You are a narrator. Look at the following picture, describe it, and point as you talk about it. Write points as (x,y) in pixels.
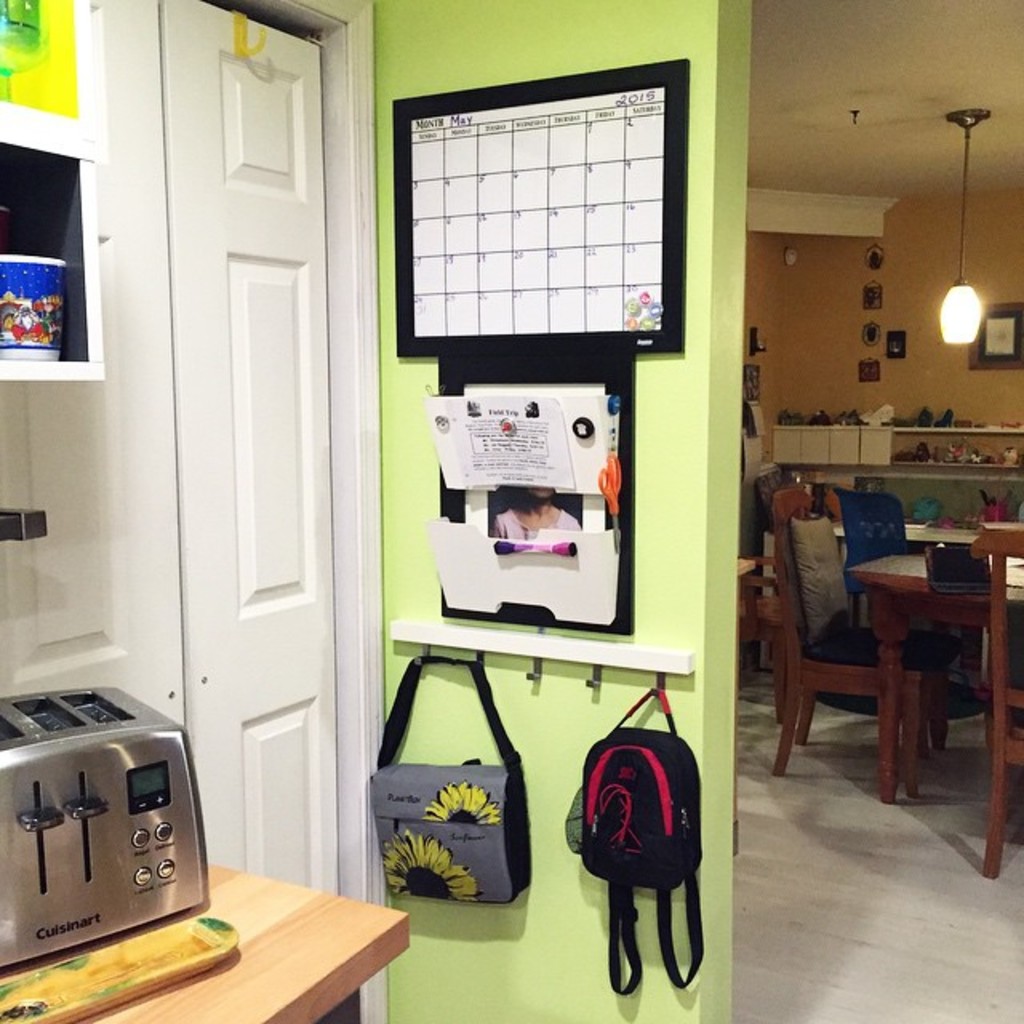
In this image I can see a door green color wall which has two bags (516,804) hanging on it. On the right side (961,621) we have a table (955,596) and couple of chairs (939,652) on the floor (868,911).
